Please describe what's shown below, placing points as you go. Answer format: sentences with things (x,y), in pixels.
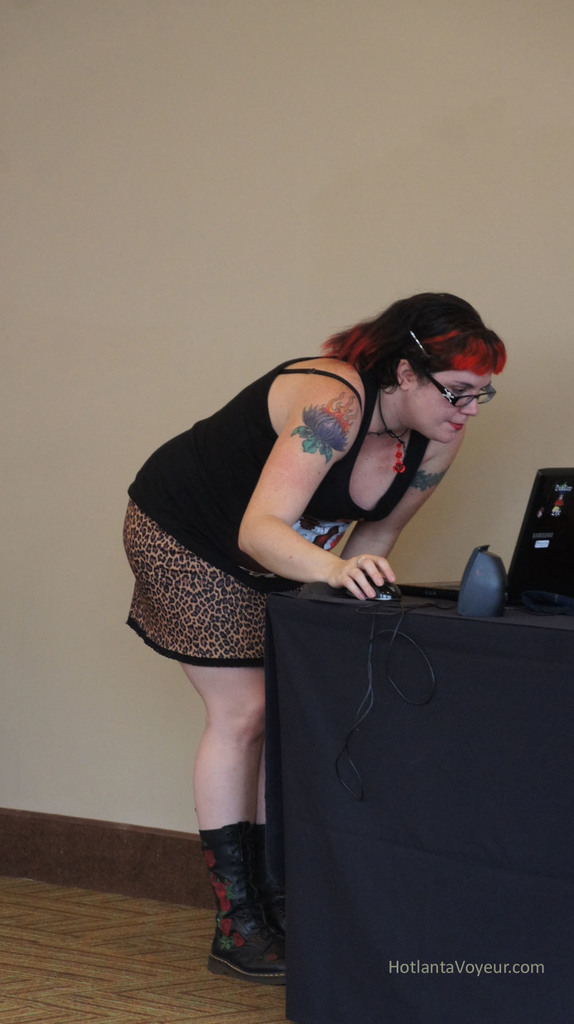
In this picture there is a woman (430,351) who is wearing spectacle (448,396), black dress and shoe (249,973). She is holding a mouse (375,589). On the table (495,722) we can see speaker (468,584), mouse (394,594) and computer screen (527,544). On the bottom right corner (397,972) there is a watermark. On the bottom left (44,1020) we can see a floor (82,951). On the top (325,271) there is a wall (262,291).
